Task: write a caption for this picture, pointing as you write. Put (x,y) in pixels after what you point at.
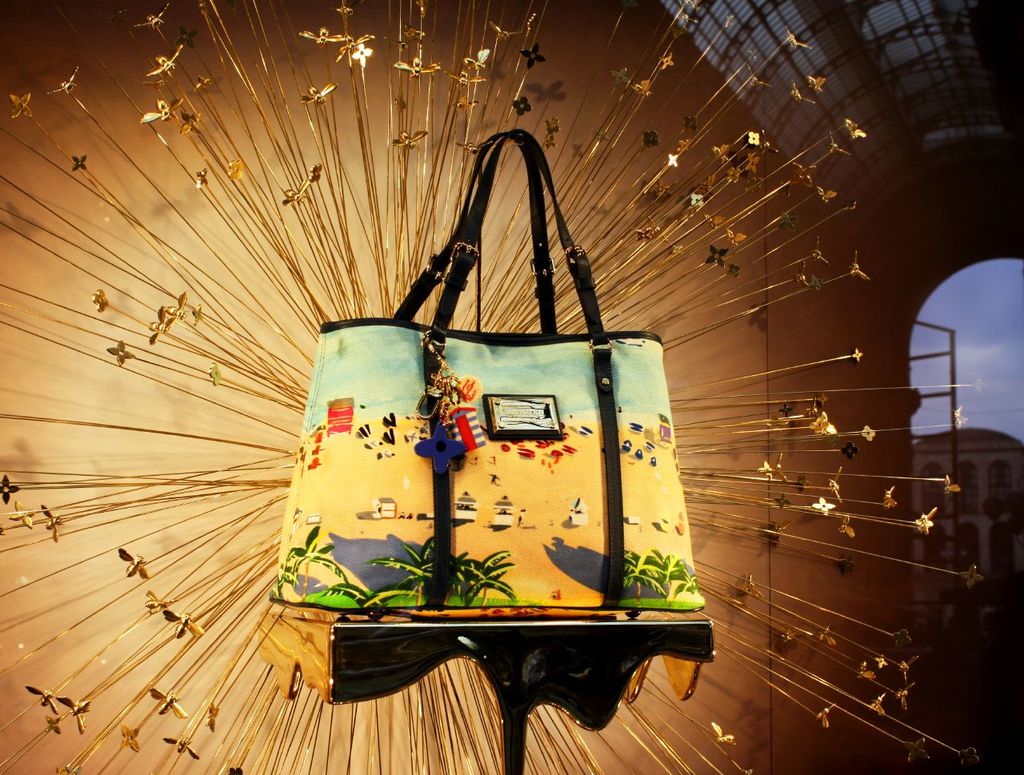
There is a bag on table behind that there is a decor (312,756).
